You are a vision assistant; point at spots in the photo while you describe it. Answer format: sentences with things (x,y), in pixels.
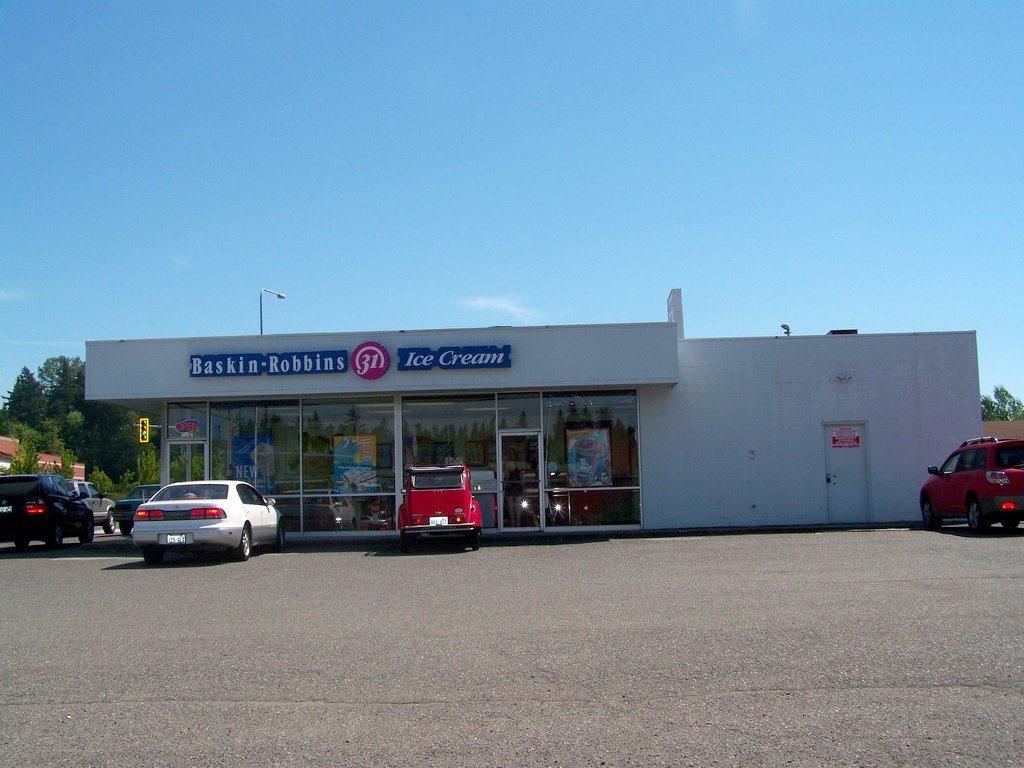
This is an outside view. At the bottom (487,680), I can see the road (570,545). In the middle of the image (481,407) there is a building (553,493). In front of this building (330,456) there are few cars (245,538). On the left side (63,424) there are many trees (91,428) and also I can see a building (4,439). At the top of the image (408,134) I can see the sky (447,125) in blue color.
